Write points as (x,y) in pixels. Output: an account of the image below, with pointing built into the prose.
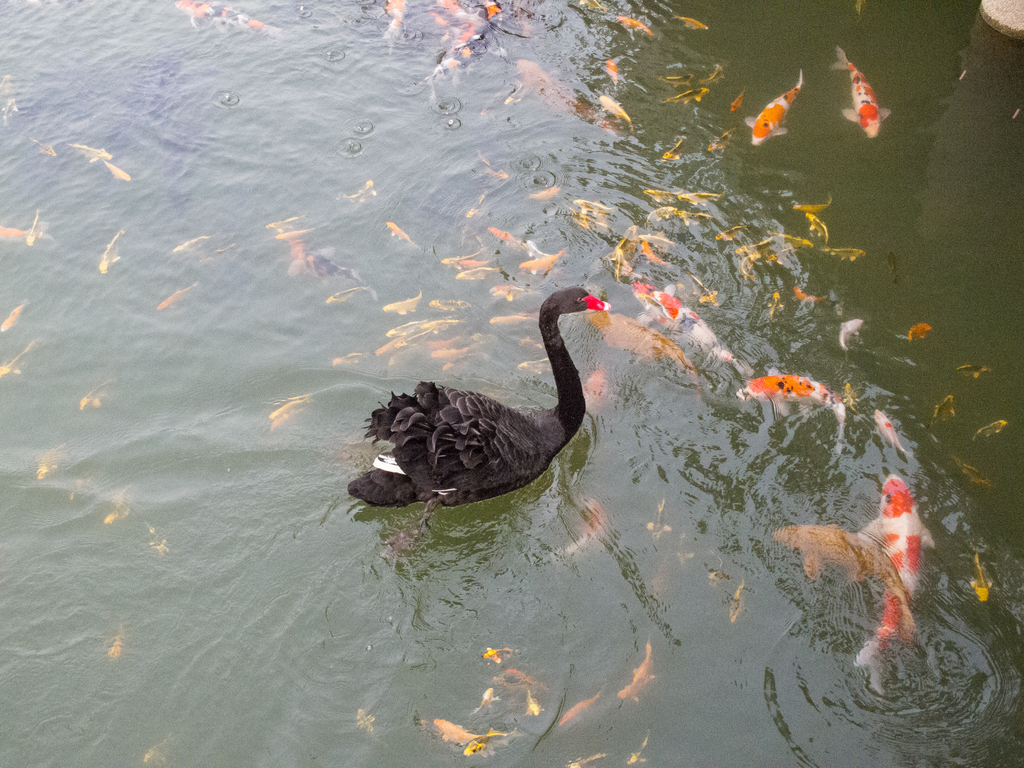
In this picture we can see a swan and in the background (629,392) we can see fish (851,253) in water (867,206).
